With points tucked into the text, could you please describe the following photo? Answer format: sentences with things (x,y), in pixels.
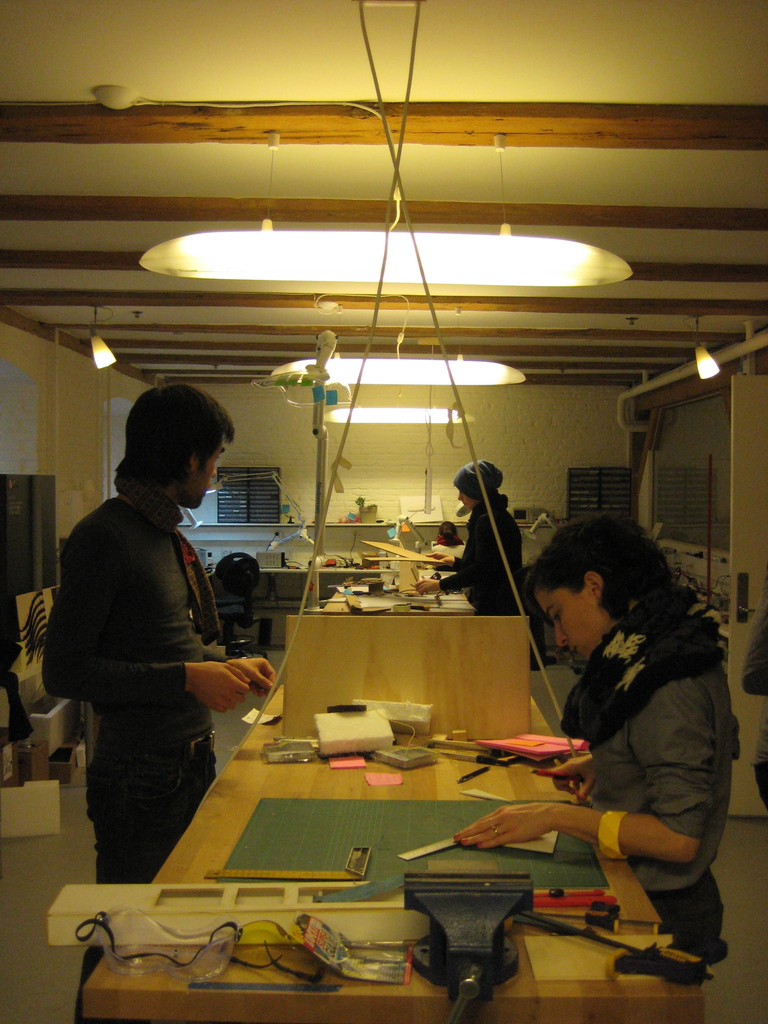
In this picture there are some people (574,525), one man (96,704) is standing and looking at something, the woman (571,646) on the right side (607,690) is standing and doing something with a scale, we can see a table (522,798), here there are some charts (403,822) and on the top of the picture (407,281) we can see some lights (444,240), in the background (484,561) there is a person (486,537) standing and looking at something, on the left side of the picture (41,545) we can see a monitor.
